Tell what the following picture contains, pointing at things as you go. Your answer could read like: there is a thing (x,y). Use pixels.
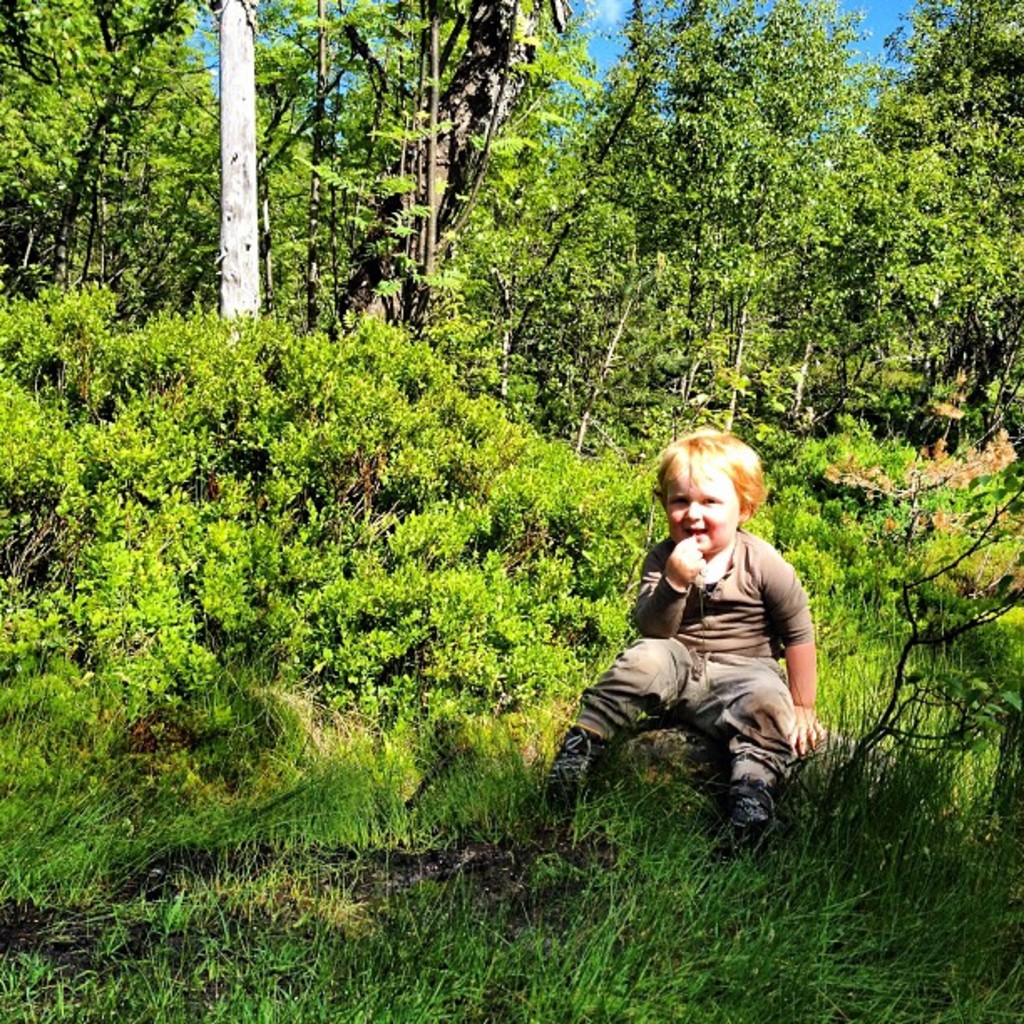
This image is taken outdoors. At the top of the image (609,23) there is a sky (620,18) with clouds (605,8). In the middle of the image (652,557) a kid (652,557) is sitting on the rock (723,737). At the bottom of the image (238,966) there is a ground (748,953) with grass (748,920) on it. In this image there are many trees (699,190) and plants (909,493) with leaves (213,193), stems (243,210) and branches (128,147).
